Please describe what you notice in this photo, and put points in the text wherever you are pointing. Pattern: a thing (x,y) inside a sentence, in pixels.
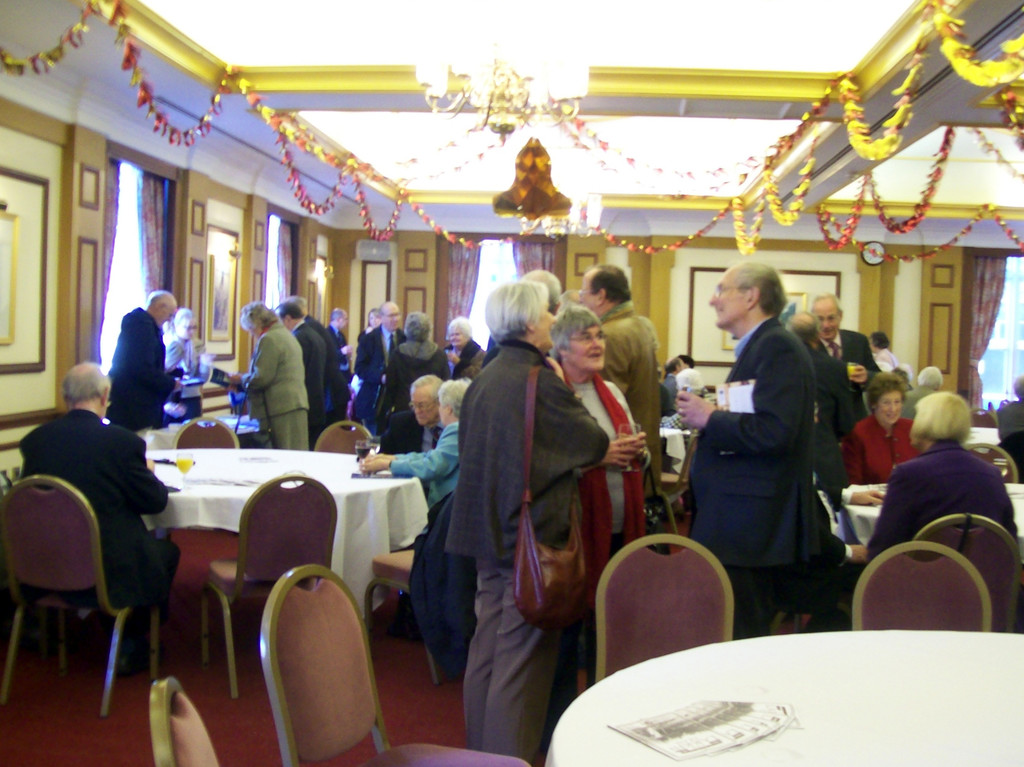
In this image there are group of people (383,343) standing there are few chair (708,569) and tables (889,676), at the back ground (723,357) there is a wall (643,258) and the frame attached to a wall (641,256) at the top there is a light (663,152).
